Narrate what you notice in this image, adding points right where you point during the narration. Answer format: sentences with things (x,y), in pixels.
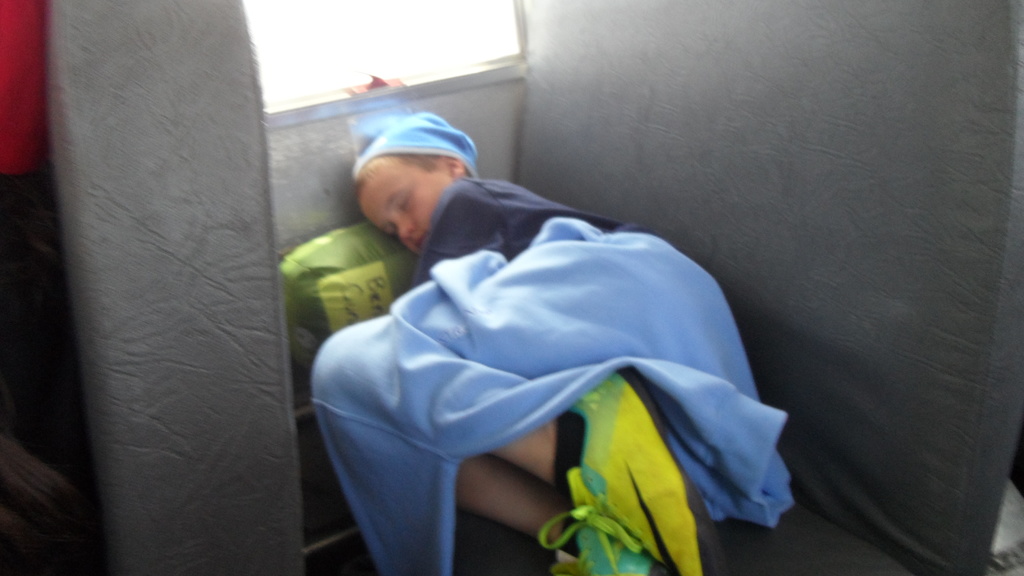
There is one kid (420,216) lying on a seat (885,467) as we can see in the middle of this image (513,233). There is one another seat (192,347) on the left side of this image (161,290), and it seems like there is a window (356,32) at the top of this image (416,30).
